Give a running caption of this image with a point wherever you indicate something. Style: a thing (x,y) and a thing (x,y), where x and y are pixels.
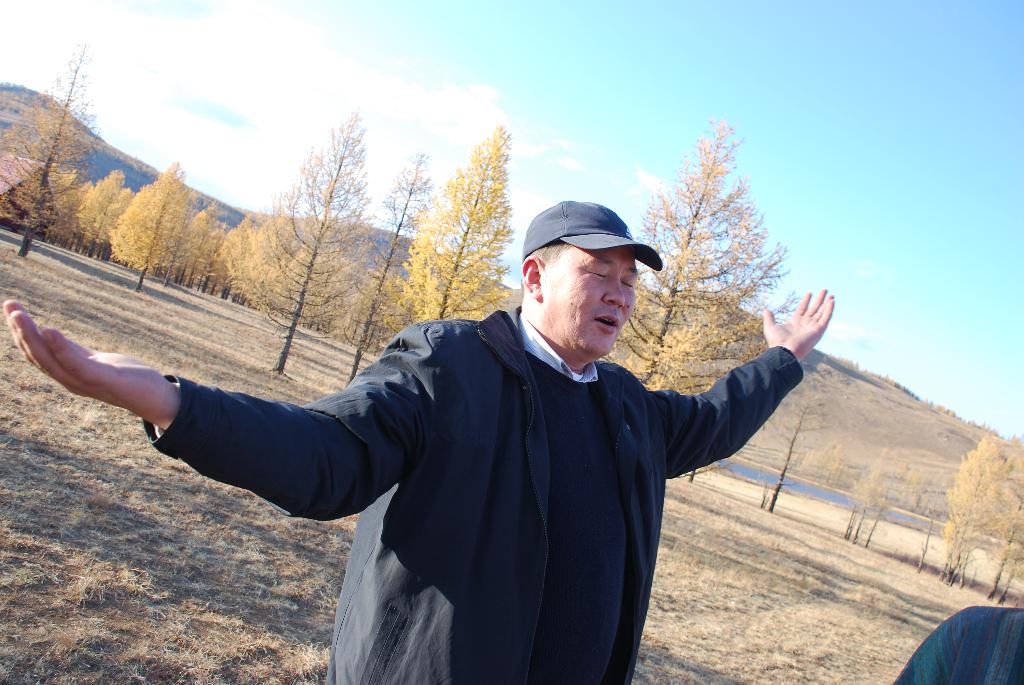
This picture is taken from outside of the city and it is sunny. In this image, in the middle (591,315), we can see a man (593,312) wearing a black dress (634,583) is standing on the grass (649,684). In the right corner (929,672), we can see the arm (1020,675) of a person (1023,671). In the background (683,334), we can see some trees (653,361), plants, rocks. At the top (702,10), we can see a sky (845,214), at the bottom (867,582), we can see a grass (878,556).
